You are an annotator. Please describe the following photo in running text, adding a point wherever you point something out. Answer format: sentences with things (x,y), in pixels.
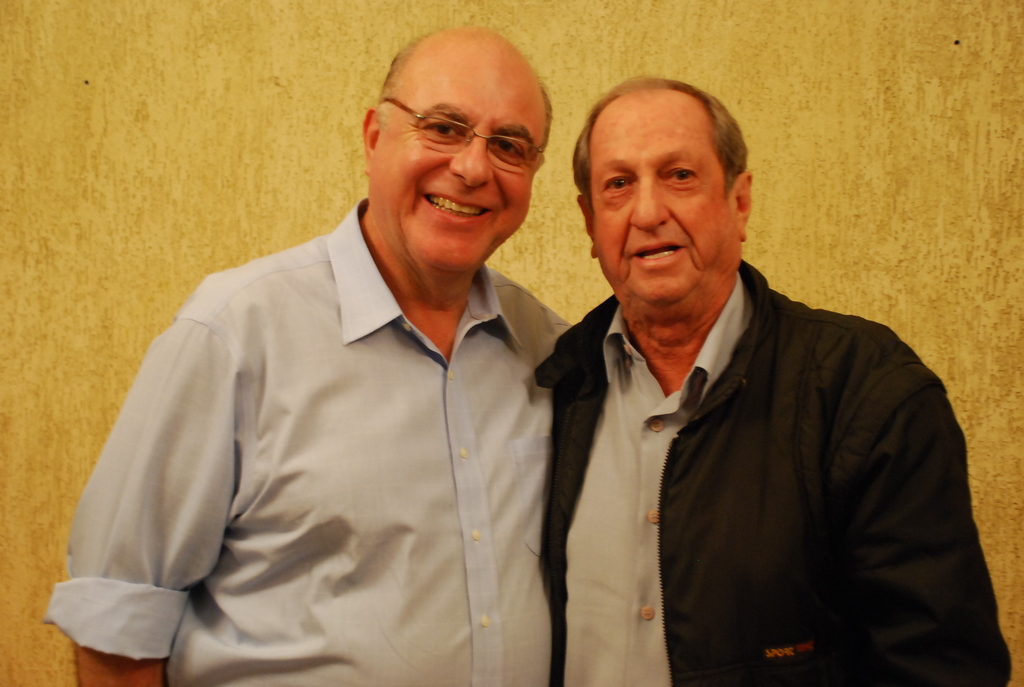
There are two persons (479,505) standing in the background (763,184) wall (760,127) is yellow in color.
